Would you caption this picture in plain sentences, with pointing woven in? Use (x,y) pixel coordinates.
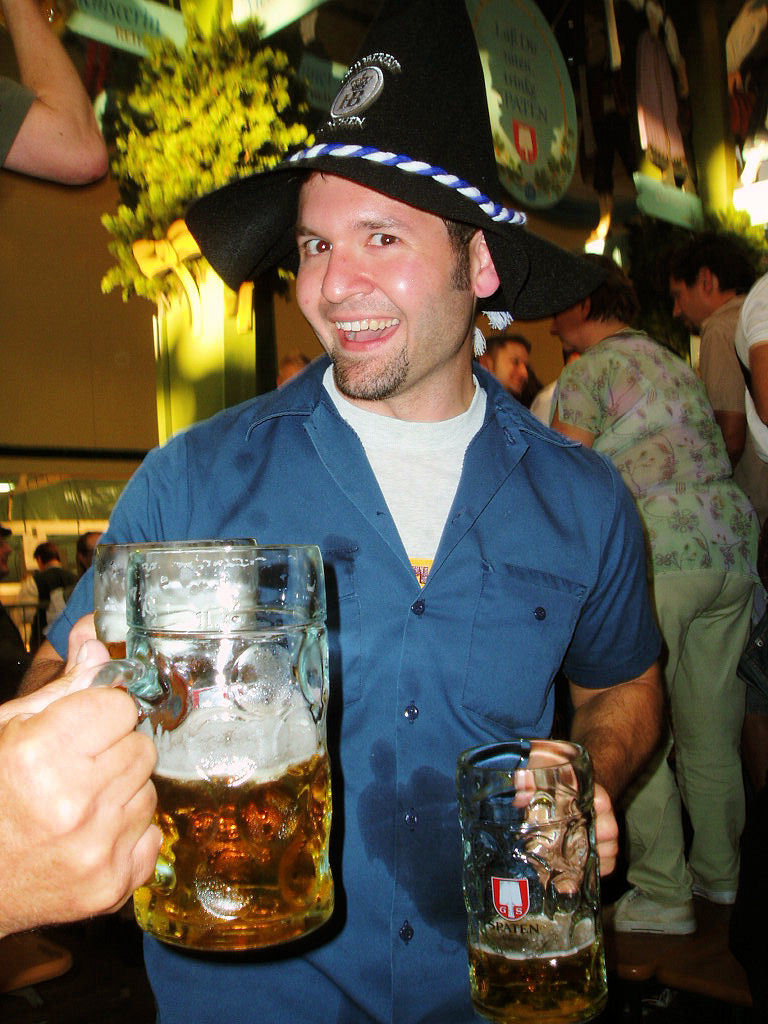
This image is taken in indoors. In this image there are many people (359,642). In the middle of the image (399,573) a man (516,548) wearing a hat (360,107) is standing and holding a beer mug (534,1000) with beer (508,997) in it with his hand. In the right side of the image (645,454) there are few people (665,414) standing. In the background (75,398) there is a wall (107,331) and boards (536,111) with text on it.
